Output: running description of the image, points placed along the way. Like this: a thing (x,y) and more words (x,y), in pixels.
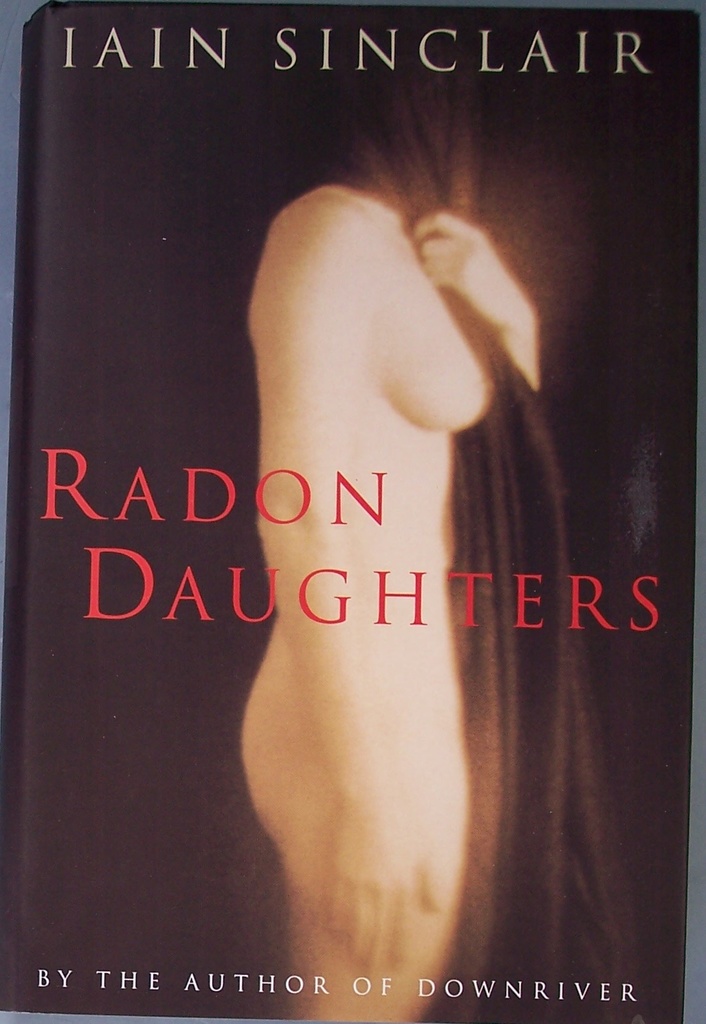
In this picture we can see a cover page (444,552) of the book (421,854), on the cover page (408,834), we can see some text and image (323,351).
